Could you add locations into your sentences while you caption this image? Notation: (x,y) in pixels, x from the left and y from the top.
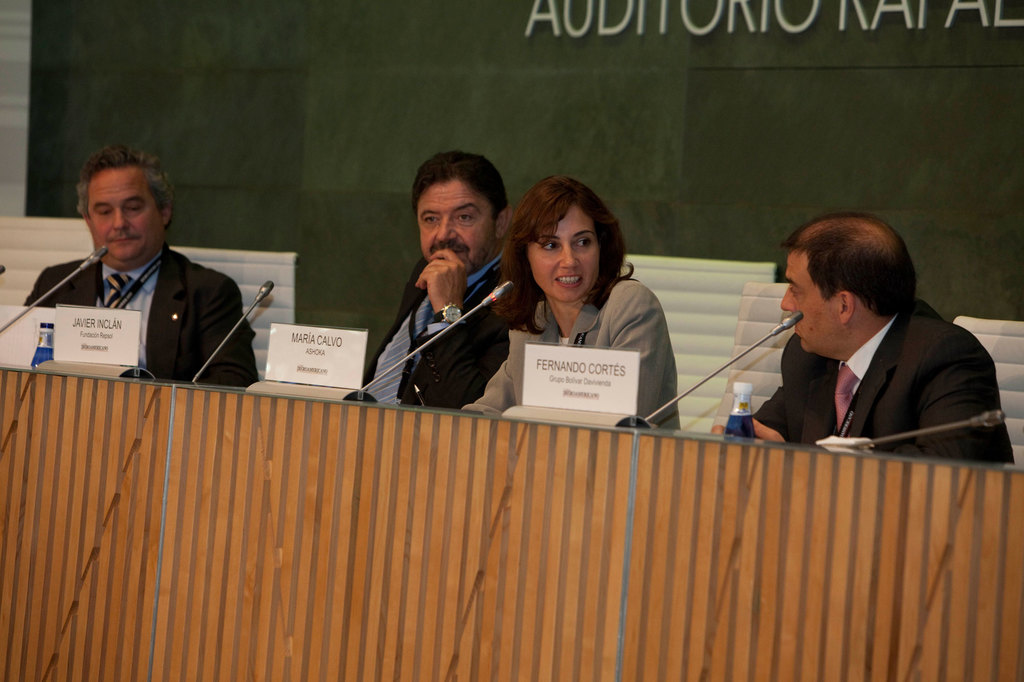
In this image, we can see a table (261,562), on that table (680,474), we can see some name boards (299,367) and we can see some microphones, there are some people (953,342) sitting on the chairs (1013,353), in the background (132,75) we can see the wall (520,106).
